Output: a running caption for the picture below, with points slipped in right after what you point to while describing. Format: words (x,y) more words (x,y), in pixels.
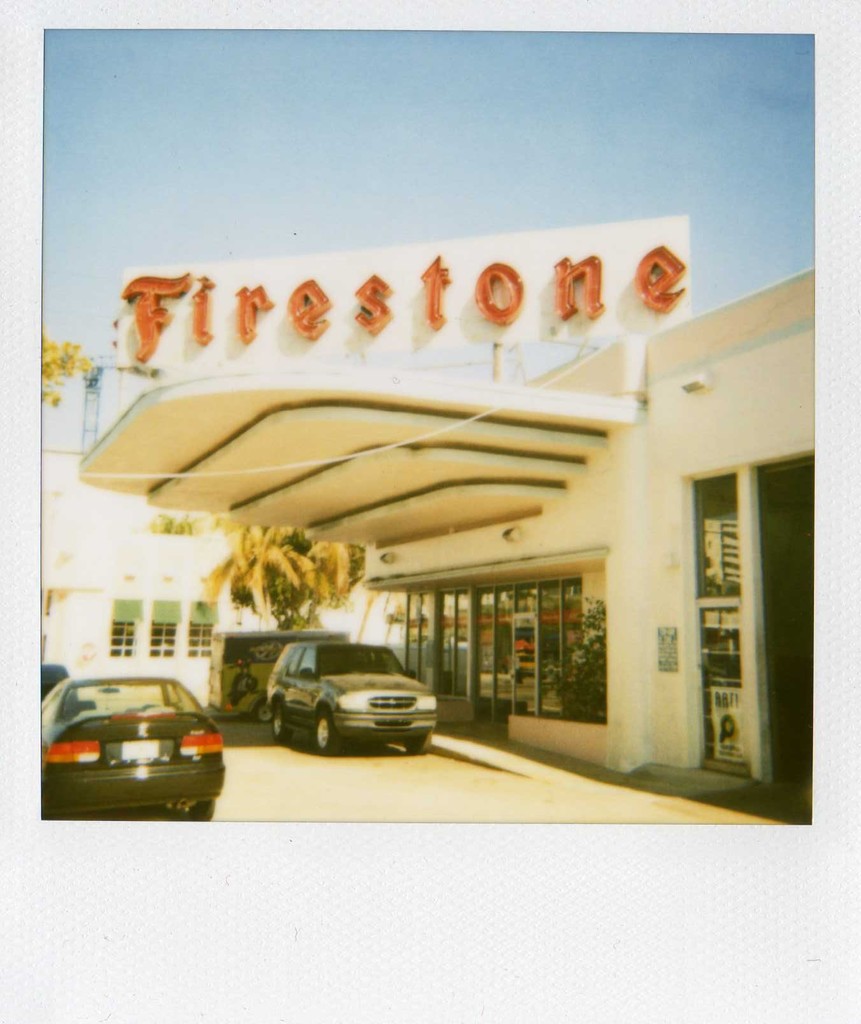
In this picture we can see cars (134,687) on the road (299,743), trees (57,371), buildings (322,527) with windows (123,650) and in the background (428,107) we can see the sky (502,160).
